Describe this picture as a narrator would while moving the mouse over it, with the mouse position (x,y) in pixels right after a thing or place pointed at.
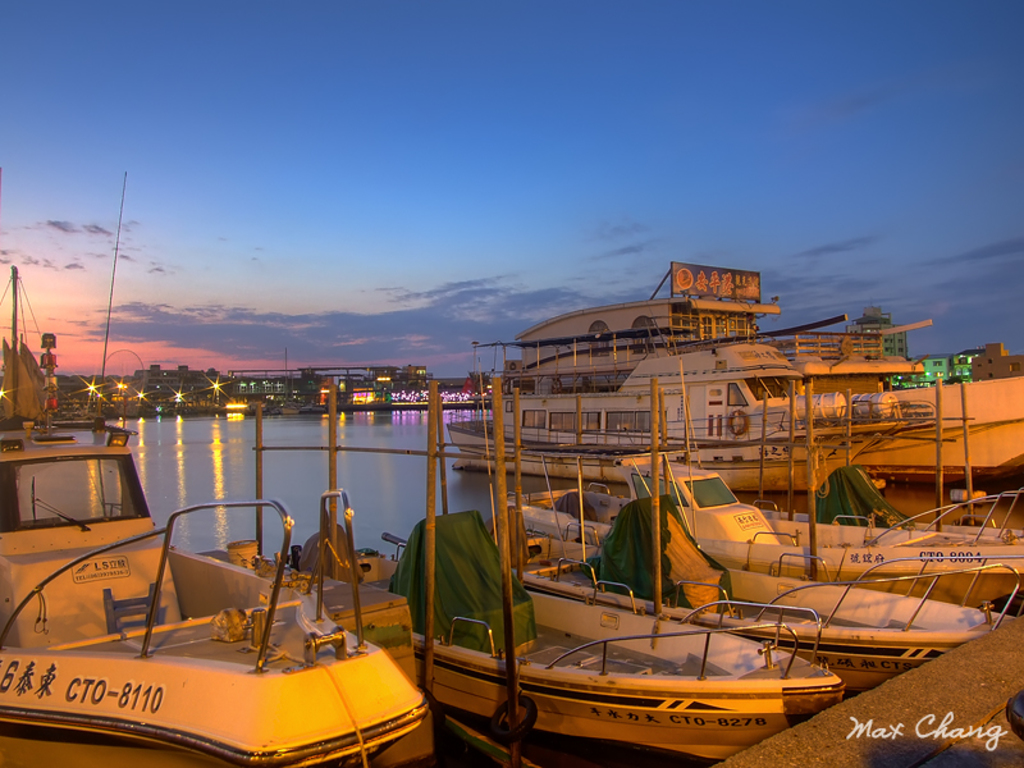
This image consists of boats (486,607) and ships (636,381). On the right (884,709), we can see a floor (910,710). In the middle (345,434), there is water (242,426). In the background (224,393), there are lights (364,394) and houses (116,396). The boats (363,619) are in white color.
